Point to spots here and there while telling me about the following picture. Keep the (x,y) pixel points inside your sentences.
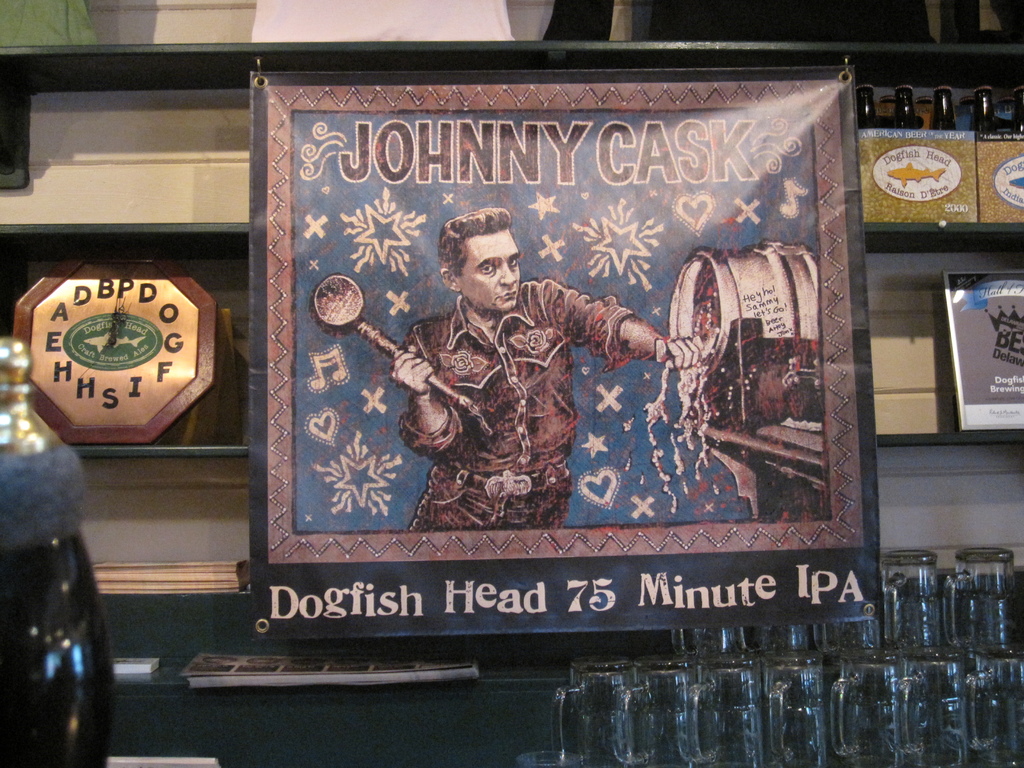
In the picture there is a frame (836,507) with the poster (582,419), on the poster (544,432) there is a person (544,432) present, there is some text (519,157), there is a clock (82,412), there are many bottles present in the shelf (206,282).
